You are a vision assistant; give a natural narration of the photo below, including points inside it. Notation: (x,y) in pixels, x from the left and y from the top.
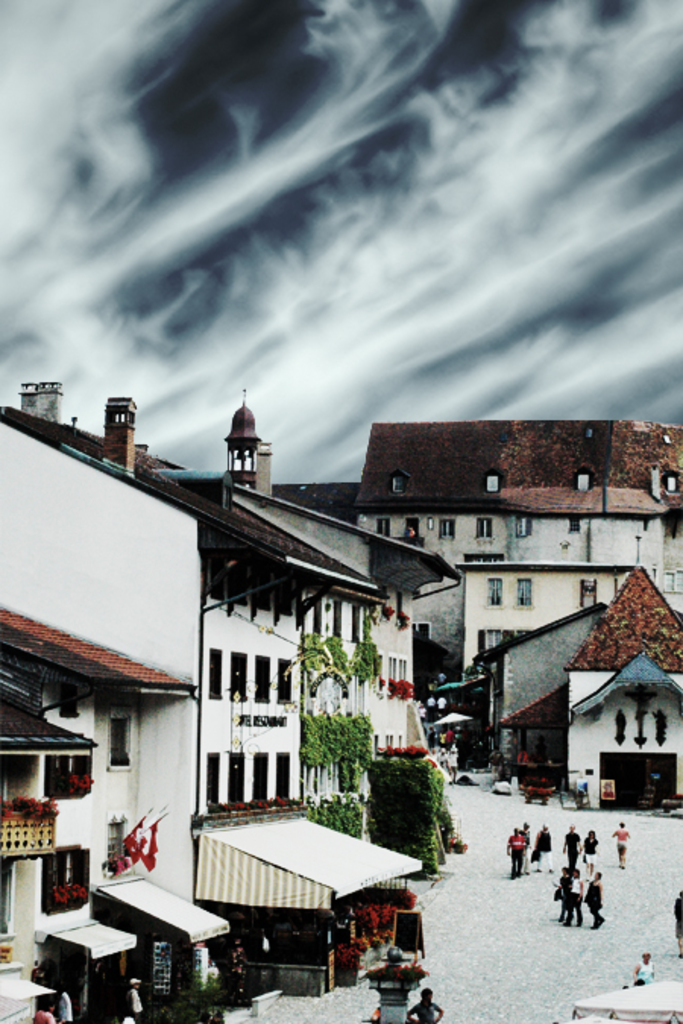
In the image there are few people (545,848) walking on road (481,898) on the right side (533,891) and behind there are homes (247,618) and above its sky (243,132) with clouds (214,163).
